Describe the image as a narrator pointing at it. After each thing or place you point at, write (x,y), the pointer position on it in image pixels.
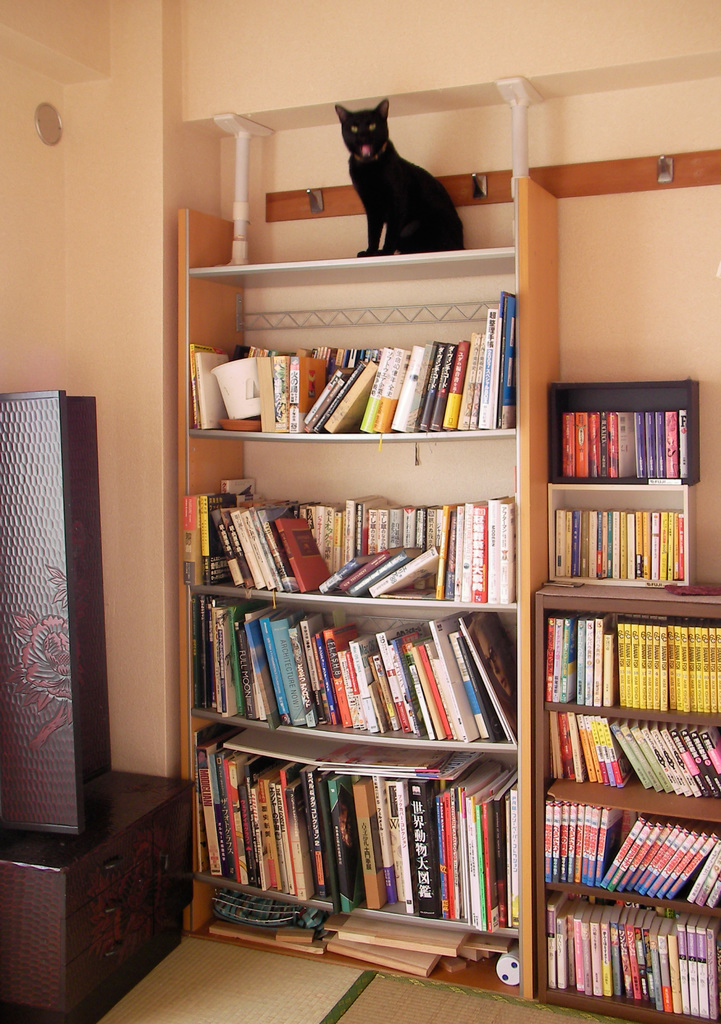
In this picture there is a black cat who is sitting on the shelf (515,280). in the center (332,664) we can see many books (686,980) which is kept on the wooden racks (626,494). On the left (97,906) there is a door (4,670) and cupboard (130,853).
